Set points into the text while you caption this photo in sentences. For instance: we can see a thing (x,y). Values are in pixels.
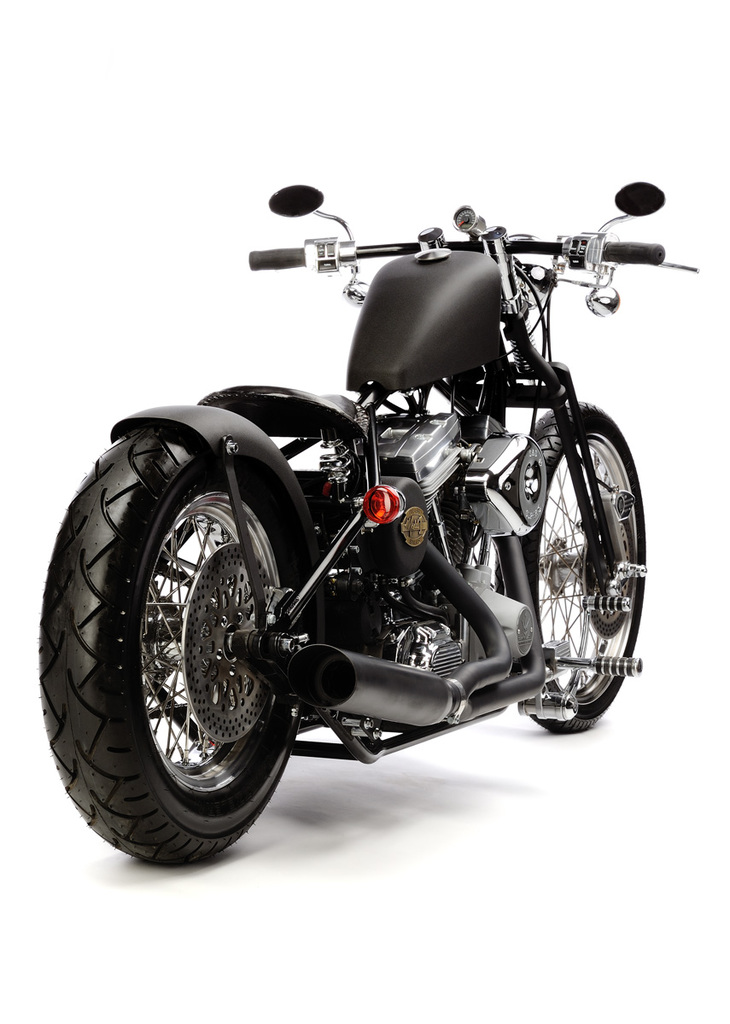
In the foreground of this image (411,586), there is a motorbike (406,559) with white background (251,108).
